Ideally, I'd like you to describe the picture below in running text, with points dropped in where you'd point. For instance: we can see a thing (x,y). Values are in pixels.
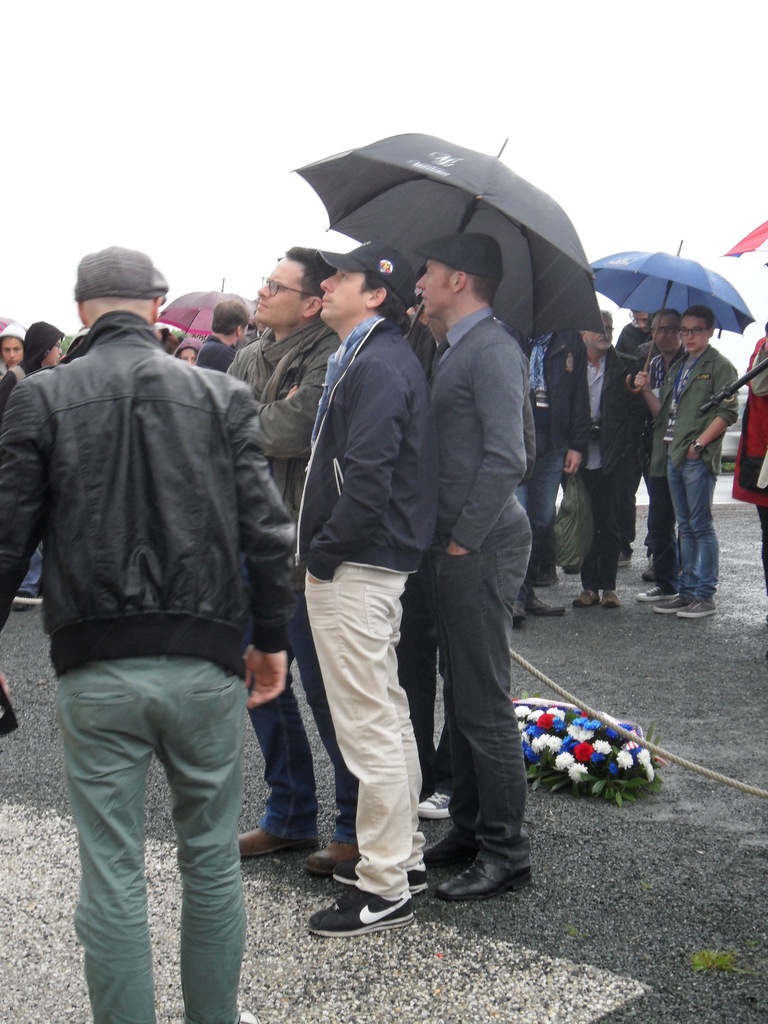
In this picture we can see a group of people (399,315) standing on the road (701,657), rope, flowers (624,757), leaves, umbrellas (458,222) and in the background (672,144) we can see the sky (499,93).
